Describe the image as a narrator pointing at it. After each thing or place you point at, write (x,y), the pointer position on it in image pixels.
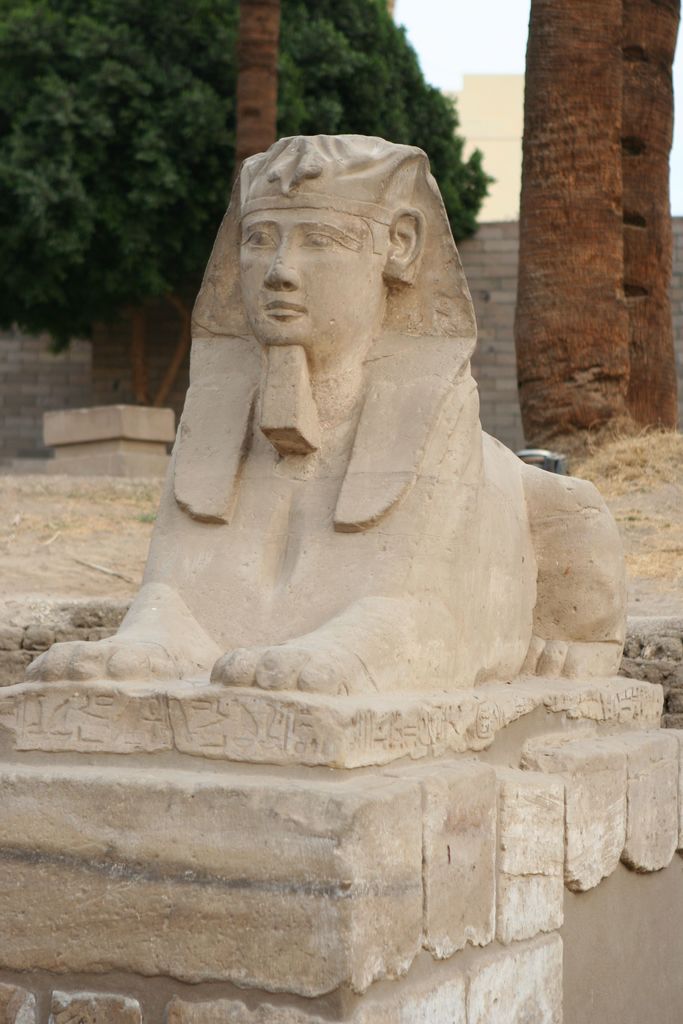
Here we can see a sculpture (291,482). In the background (0,97) we can see trees (219,103), wall (507,431), and sky (467,11).
